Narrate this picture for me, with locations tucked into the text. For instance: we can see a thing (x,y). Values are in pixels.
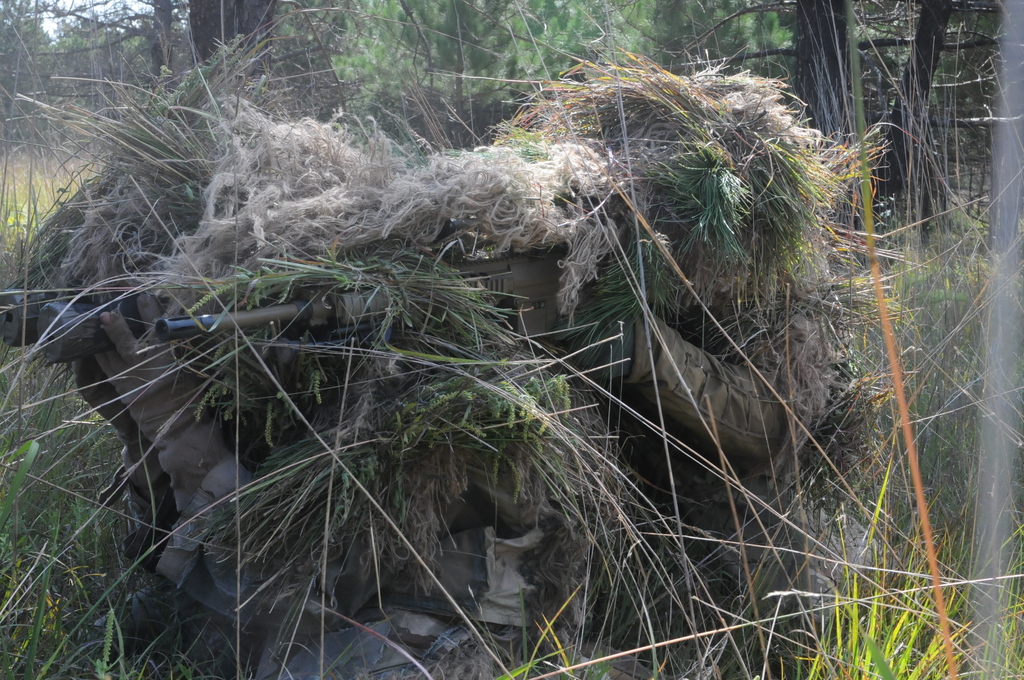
In this image we can see persons (152,248) holding gun (404,299) and binocular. And they are covered with grass (455,408). In the background (473,78) there are trees (389,26).
